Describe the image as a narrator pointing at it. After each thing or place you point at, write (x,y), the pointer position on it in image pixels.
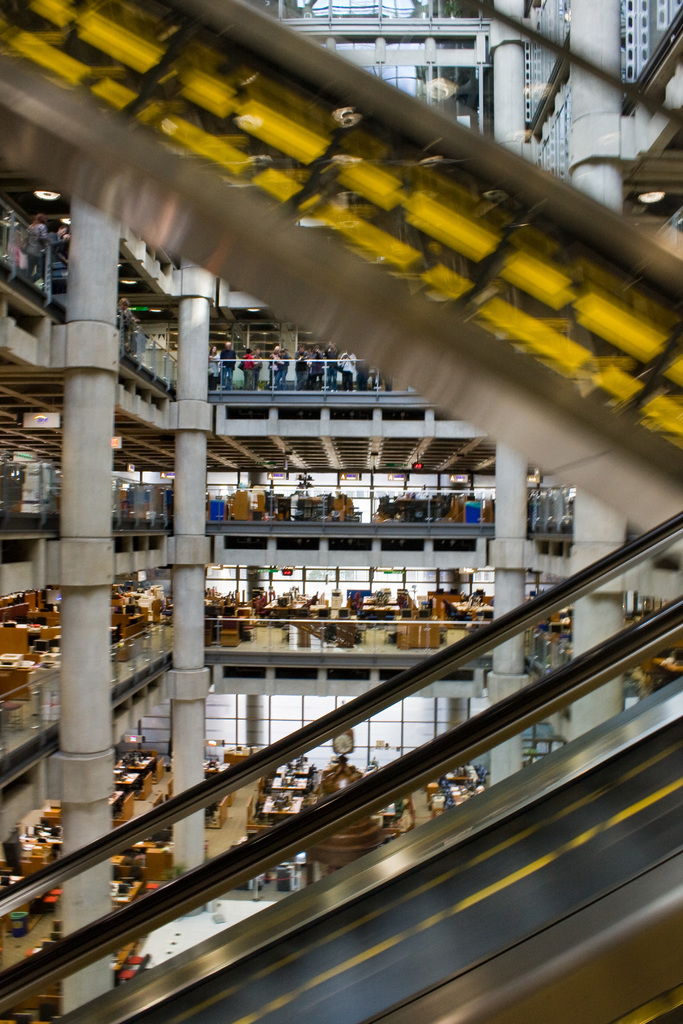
This is an inside of a building (565,25), where there are group of people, iron rods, tables (21,603), chairs (446,795), lights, escalators (277,1000).
